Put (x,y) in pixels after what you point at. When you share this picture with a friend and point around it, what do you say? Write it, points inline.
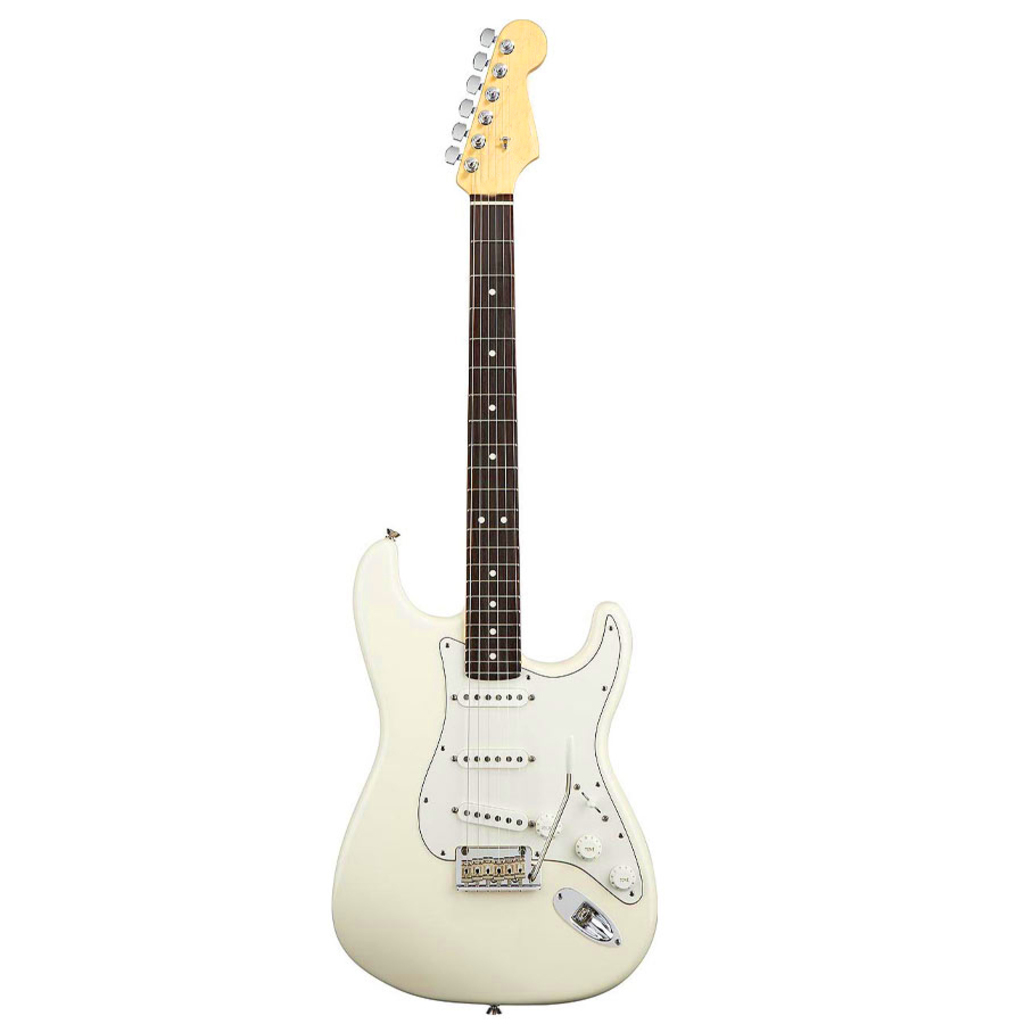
In this image there is a white guitar (415,760).
